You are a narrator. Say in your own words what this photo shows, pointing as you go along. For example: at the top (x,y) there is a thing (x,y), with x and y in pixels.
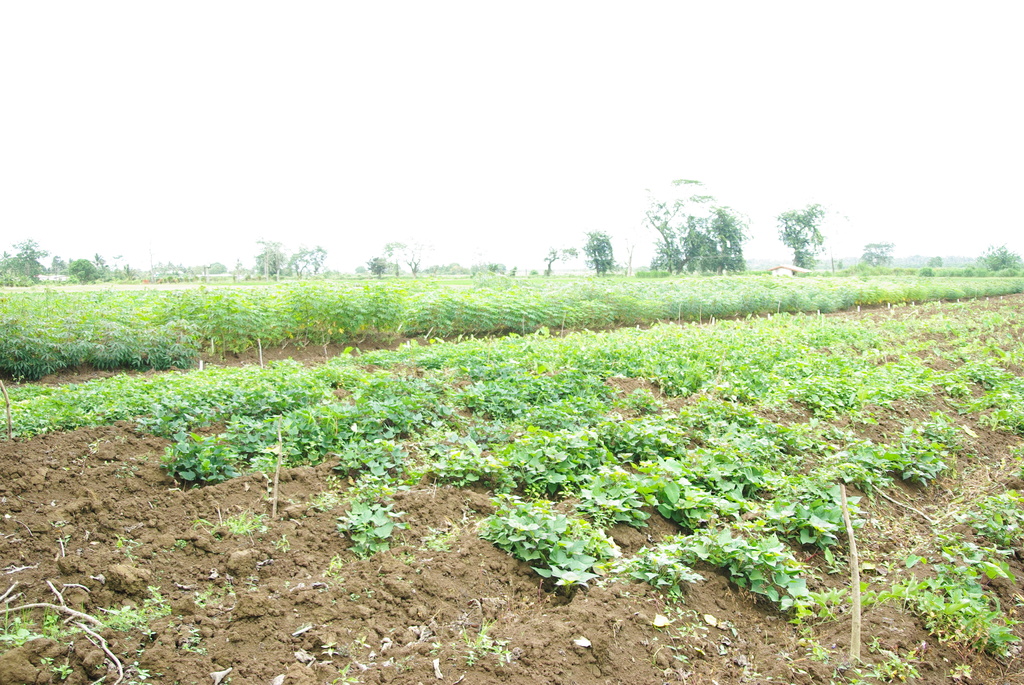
In this picture there are trees (808,242) and there is a house (801,268) and there are plants (437,443). At the top (356,127) there is sky (254,189). At the bottom (245,573) there is mud (475,629).
